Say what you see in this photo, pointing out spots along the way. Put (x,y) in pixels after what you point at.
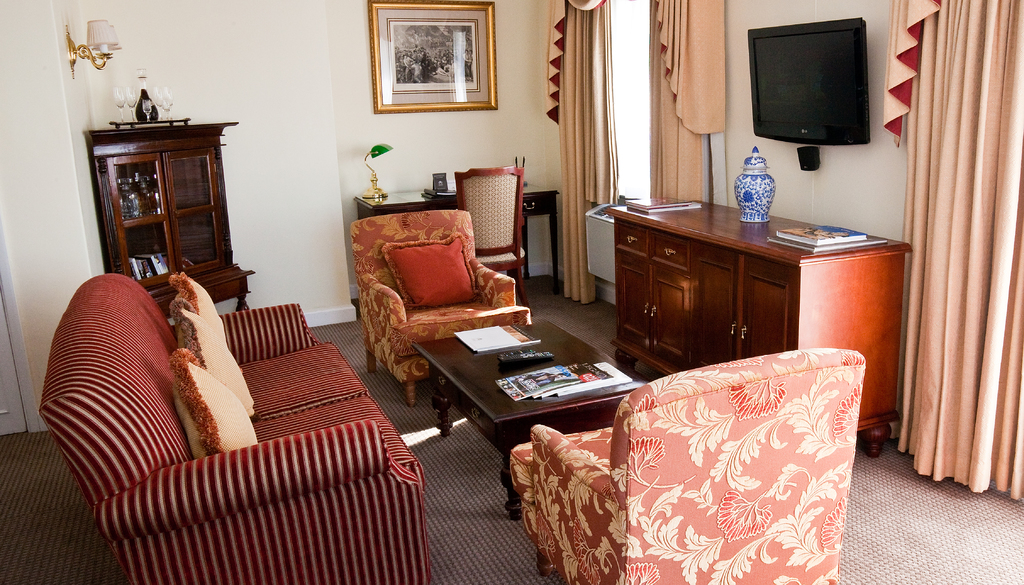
This is a room (675,474). There is sofa (384,493) two chairs (406,383). There is carpet (917,530) on the floor (898,539). In the middle (456,370) there is a wooden table (503,398). On the table (514,413) there are few books (583,377) and a remote control (544,357). There is a table (552,212) a chair (520,195) and a table lamp (374,172). There is cupboard (160,200) inside it there are books (155,261) on the cupboard (161,133) there are glasses (166,93) and a bottle (148,95). There is a photo frame (388,72) hanged on the wall (307,259). The wall (268,77) is white in color. There is another cupboard (676,240) in the right side of the picture (693,283). On that there are books (801,235) and there are few drawer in the cupboard (764,325). There is a television (816,97). On the cupboard (697,225) there is a pot (758,197). There are cushions (429,265) on the sofa (223,328) and chair (378,308). There are cream colored curtains (588,164). There is window (638,110).
